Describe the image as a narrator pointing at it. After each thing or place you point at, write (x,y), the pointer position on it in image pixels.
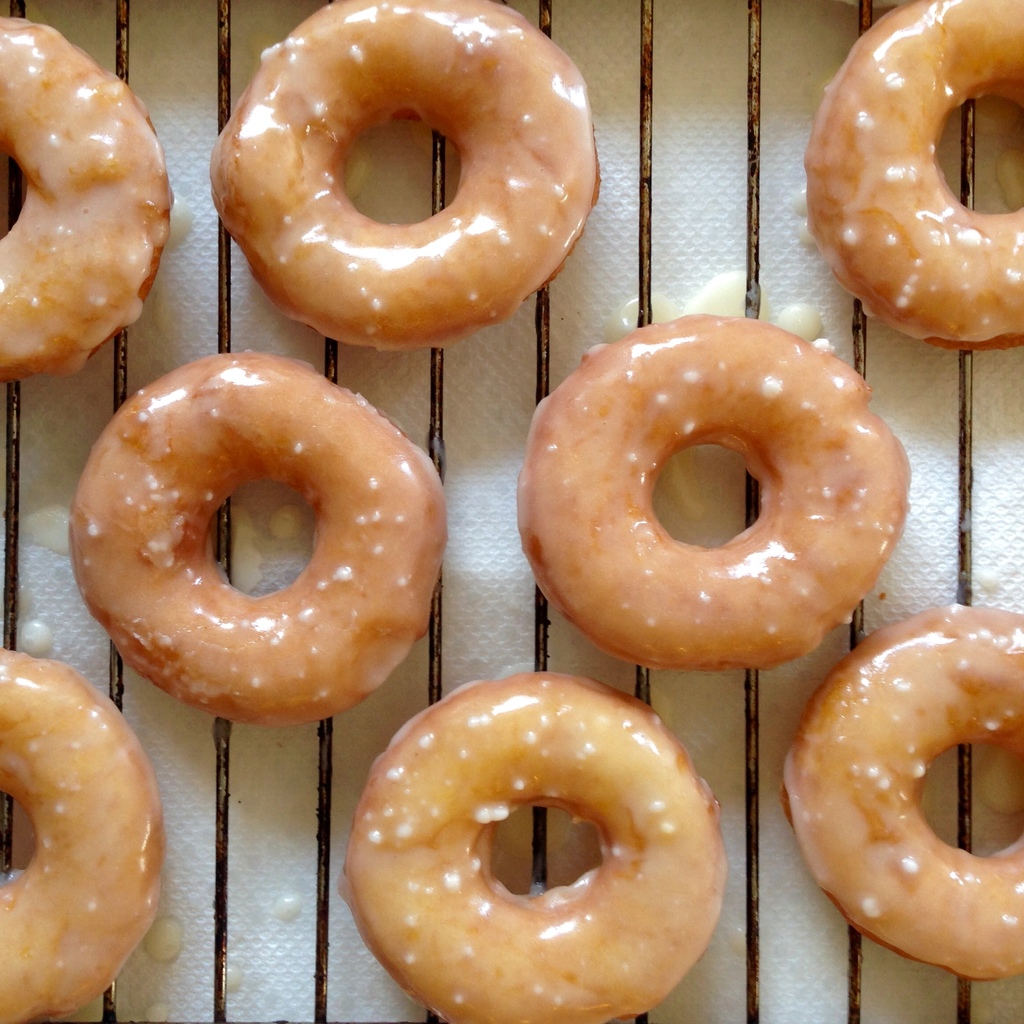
This image consists of doughnuts (553,593) which are in the center (395,490).
